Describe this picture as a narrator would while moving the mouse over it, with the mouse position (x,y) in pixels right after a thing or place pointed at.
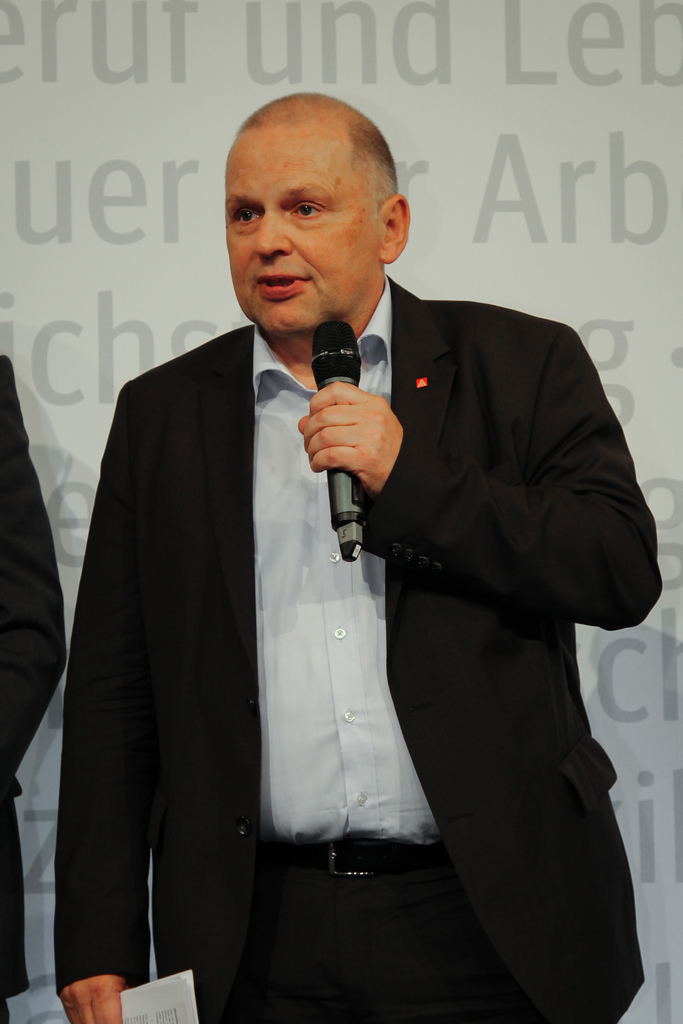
This picture shows a man (388,530) standing and holding a mic (349,510) in his hand (357,461). And in the background (123,317) there is a wall (113,275).
